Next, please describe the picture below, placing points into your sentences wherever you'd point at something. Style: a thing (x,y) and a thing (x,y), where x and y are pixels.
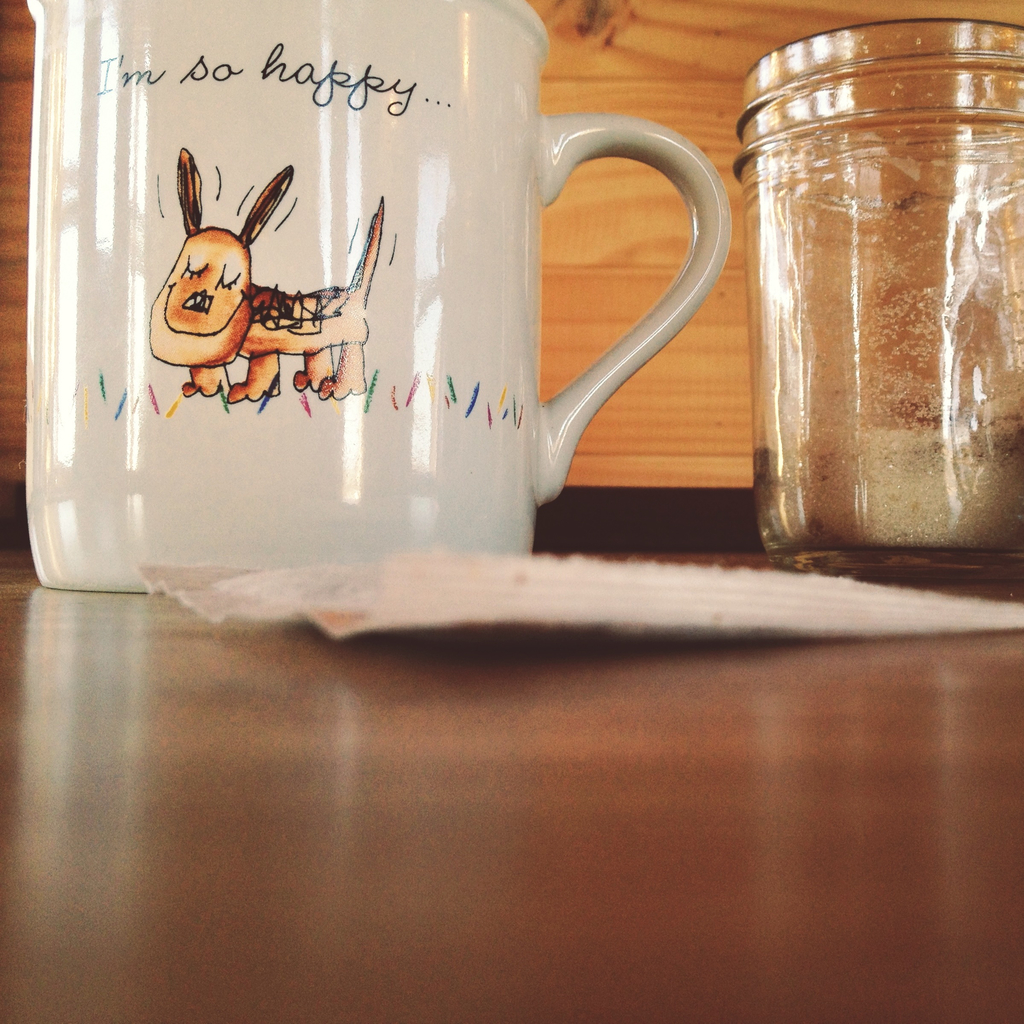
In the picture there is a jar (895,276), a white color mug (461,339), a paper (473,589) on the table (332,675) there is a dog image (240,339) on the mug (256,346).
